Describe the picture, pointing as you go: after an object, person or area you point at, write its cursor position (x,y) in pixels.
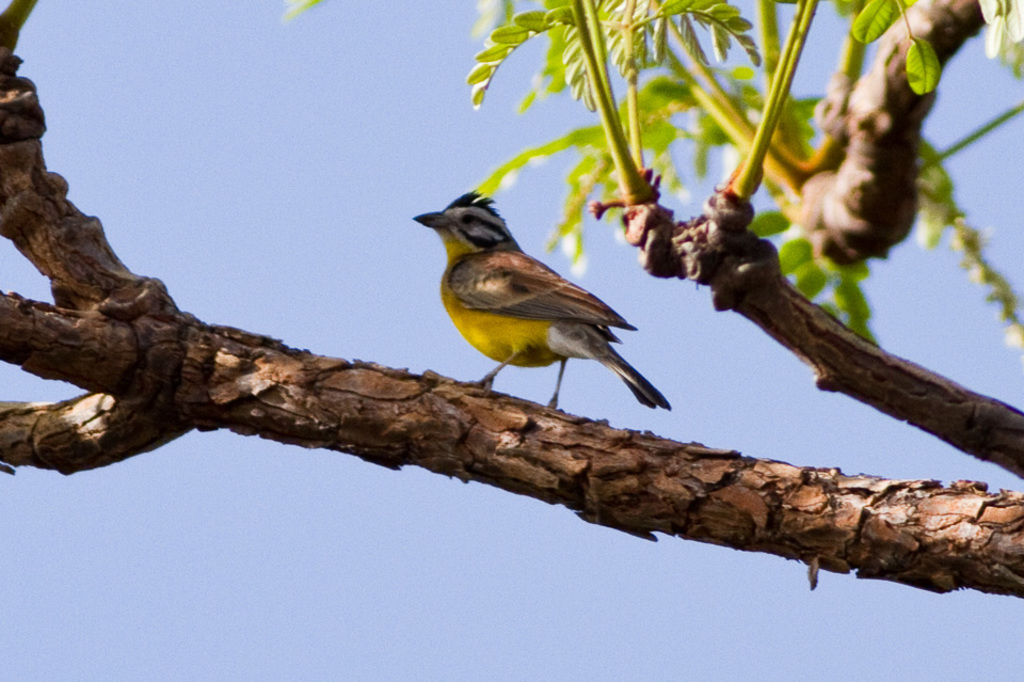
In this image I can see few branches (443,445) of a tree (901,37) and in the front (461,292) I can see a yellow and brown colour bird (508,285). On the top right side of this image (1014,76) I can see green leaves (885,0) and in the background (492,132) I can see the sky (398,116).
